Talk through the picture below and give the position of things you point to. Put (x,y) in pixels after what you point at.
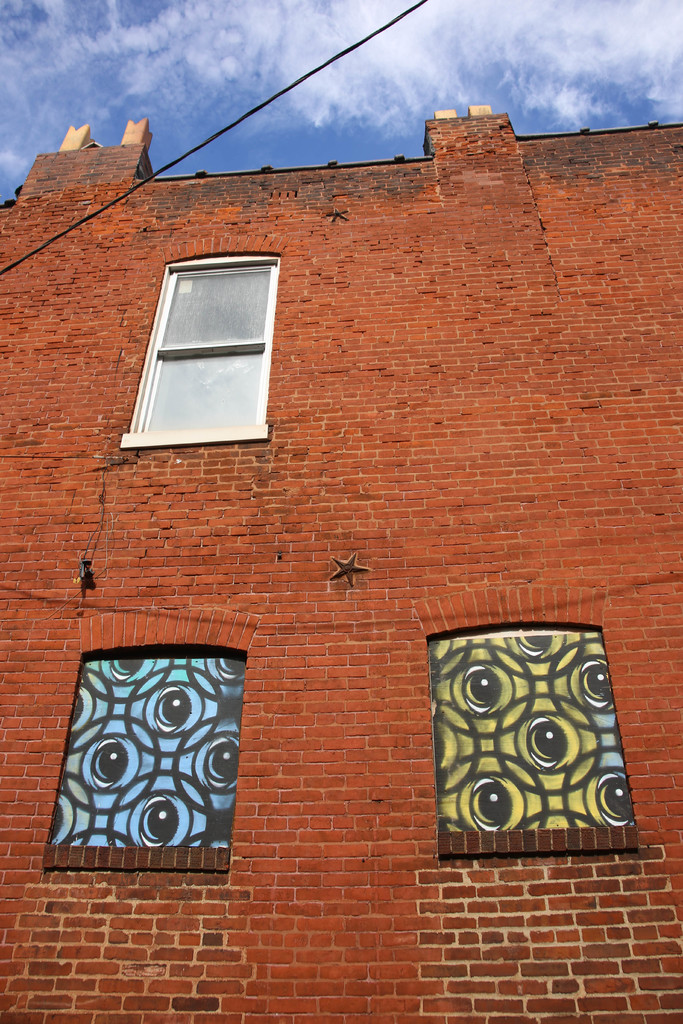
This image is taken outdoors. At the top of the image (124,63) there is a sky (285,73) with clouds (623,21). In the middle of the image (360,619) there is a building (358,907) with a wall (344,587) and windows (240,707).
